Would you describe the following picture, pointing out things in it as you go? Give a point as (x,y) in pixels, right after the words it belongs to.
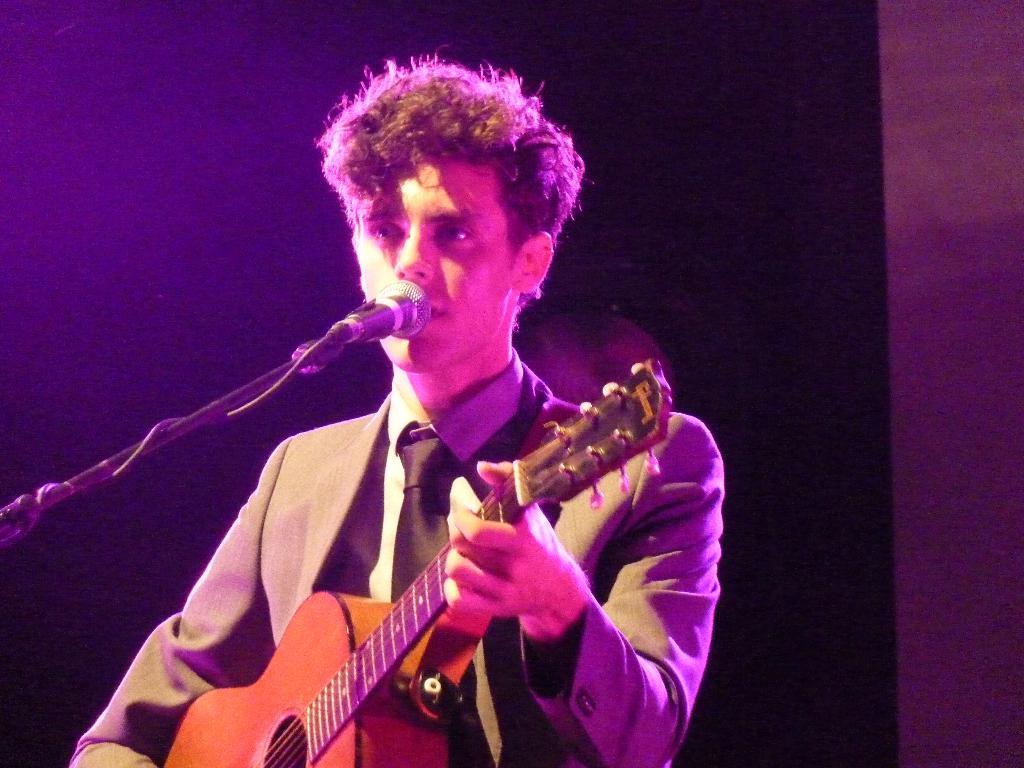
In this picture, we see a man (457,554) is wearing the grey blazer (324,483). He is holding a guitar (340,708) in his hands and he is playing the guitar (257,685). In front of him, we see a microphone (413,304) and he is singing the song on the microphone (353,316). In the background (162,382), it is in black, violet and blue color. This picture might be clicked in the musical concert.
